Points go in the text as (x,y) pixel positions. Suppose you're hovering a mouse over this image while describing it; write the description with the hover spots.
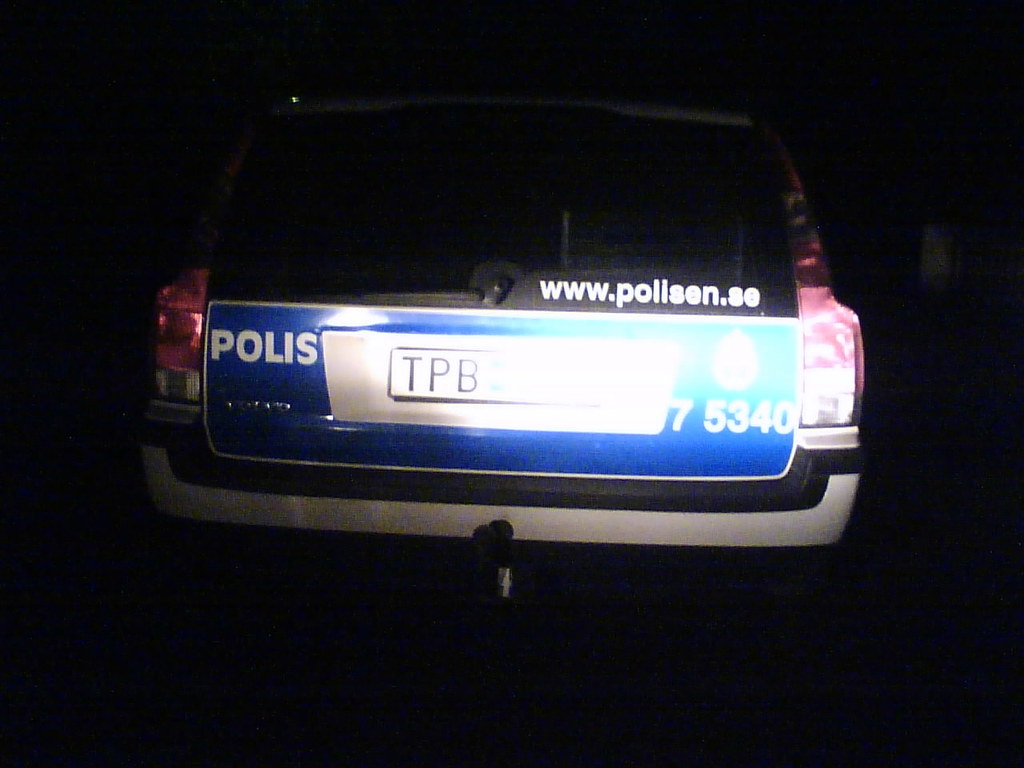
Here we can see a vehicle (456,358) with number plate (454,366). Background (142,76) it is in black color.
